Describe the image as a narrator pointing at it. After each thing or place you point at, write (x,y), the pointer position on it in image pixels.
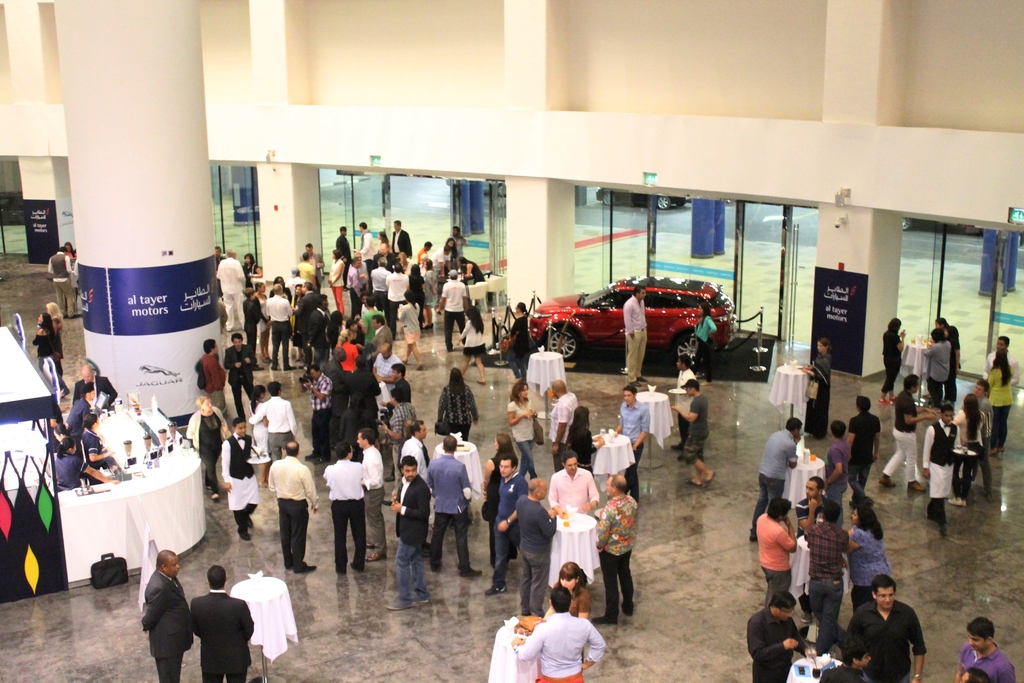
On the left side (95,398), there are persons (75,394) standing in front of a table (143,464) on which, there are glasses (165,439) and it is covered with white color cloth (90,541) near a suitcase (106,559) which is on the floor (109,614) on which, there are persons (350,393) standing, there are tables (262,590) on which there are some objects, there is a pillar (161,55) on which, there are posters (207,290) and there is wall (888,317). In the background (803,308), there is a road (765,295) on which, there are vehicles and there are violet colored pillars (1006,266).
